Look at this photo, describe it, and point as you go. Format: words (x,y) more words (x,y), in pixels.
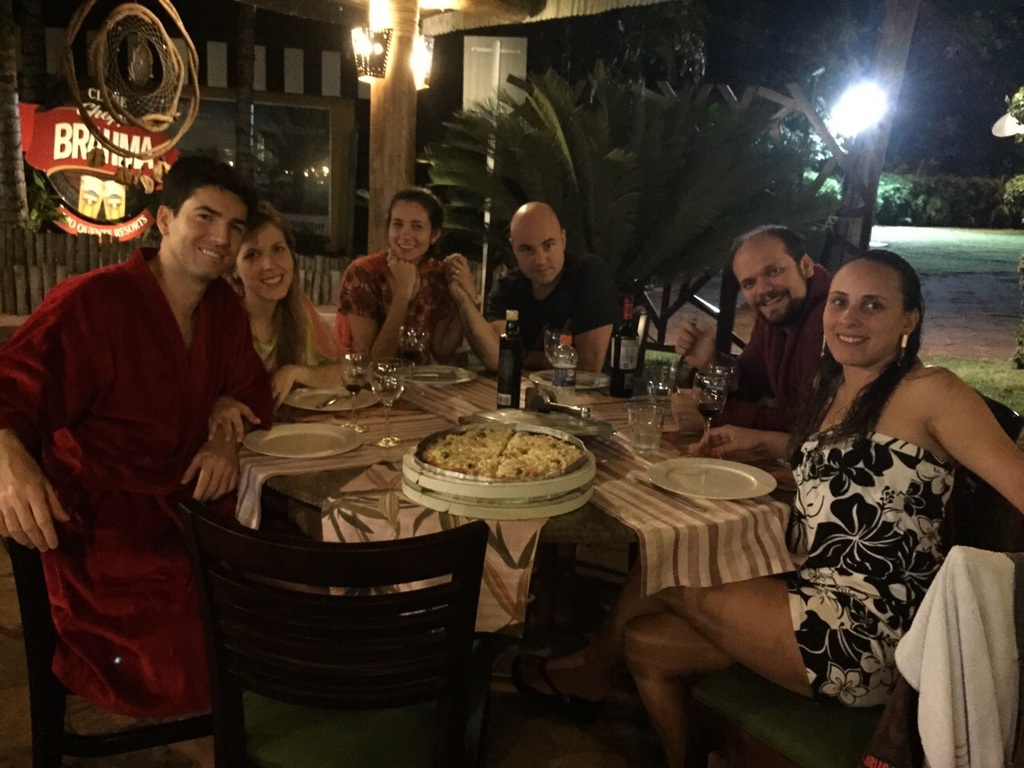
In this image, there are six persons (577,269) sitting on the chair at dining table (668,535) on which plates (732,492), food items (540,475), glasses (647,418), bottles (518,393) and so on kept. In the background (595,71) right, there are trees (620,243) and plants (709,114) visible and a focus light (849,114) is visible. In the left top (336,74), a restaurant wall (328,125) is visible. This image is taken in a lawn area (962,239) during night time.
